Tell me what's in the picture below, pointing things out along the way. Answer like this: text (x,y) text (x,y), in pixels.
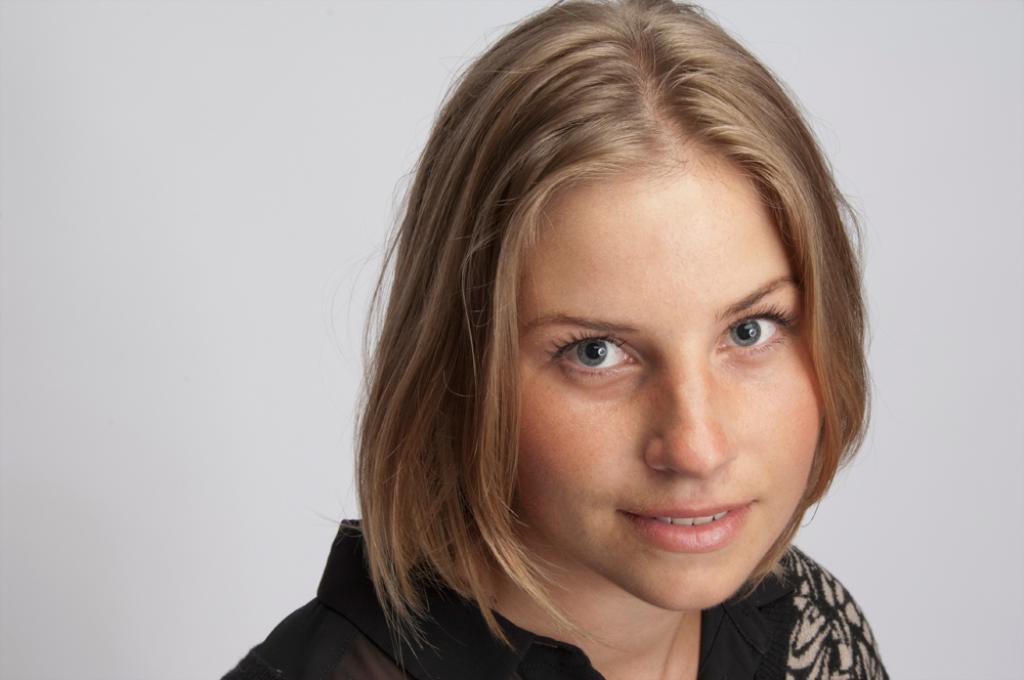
The woman (732,353) in the black dress (466,626) is smiling. She is looking at the camera. She might be posing for the photo. In the background (182,10), it is white in color.
